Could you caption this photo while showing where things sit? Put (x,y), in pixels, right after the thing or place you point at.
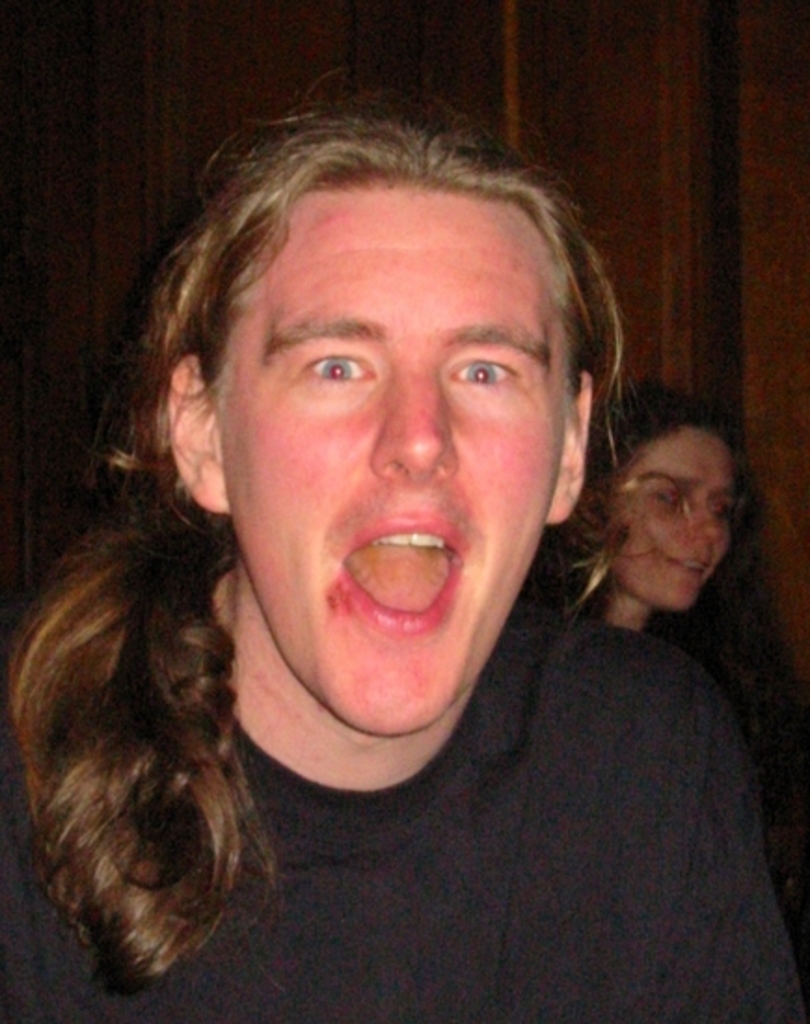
In this image we can see a man (199,678). In the background (665,452) we can see a woman (666,586) and also the wall (761,93).
